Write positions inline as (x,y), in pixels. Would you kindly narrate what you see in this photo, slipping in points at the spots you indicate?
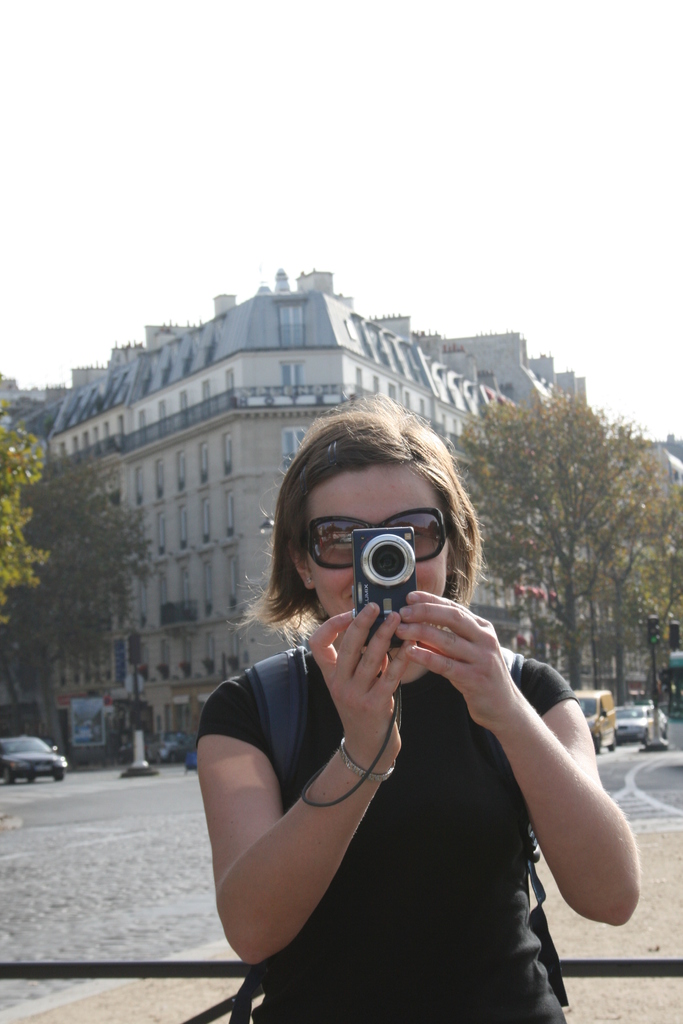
In this image I can see the person (395,818) wearing the black color dress (350,878) and goggles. I can see the person (356,629) is holding the camera (379,597). In the background (637,766) I can see the vehicles (32,742) on the road (152,792). To the side of the road (146,785) I can see the trees (41,664) and the building (245,329). In the background (309,235) I can see the sky (309,235).
